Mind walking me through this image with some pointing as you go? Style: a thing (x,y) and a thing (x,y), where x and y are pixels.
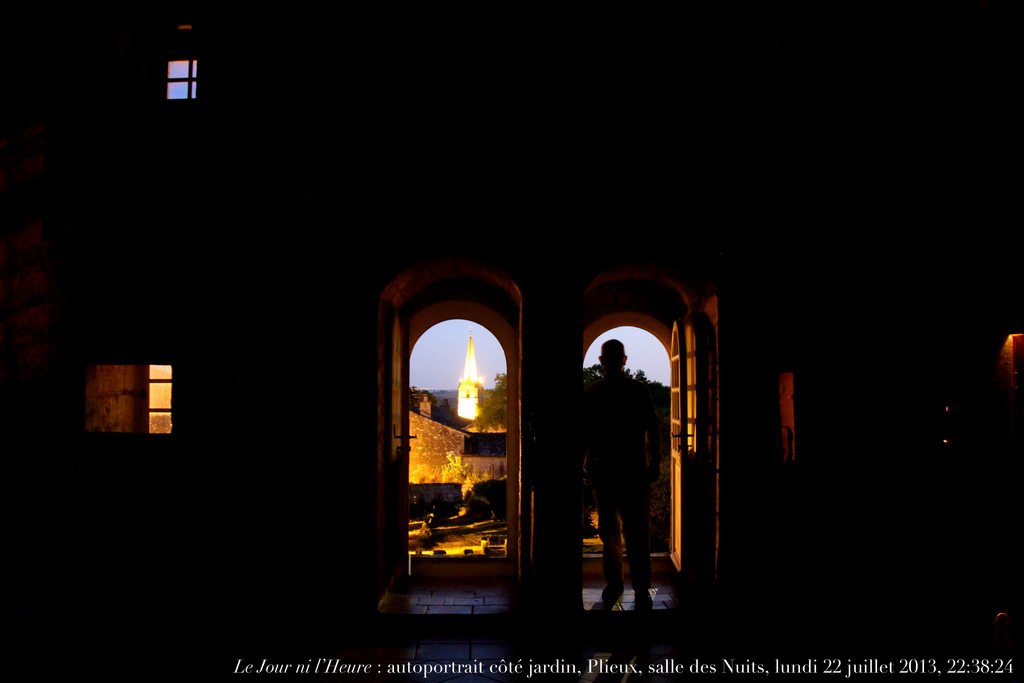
In this image, we can see a wall (800,185) contains windows (194,77) and doors (672,340). There is a person (621,441) in the middle of the image (591,392). There is a text (781,659) at the bottom of the image (565,672).
